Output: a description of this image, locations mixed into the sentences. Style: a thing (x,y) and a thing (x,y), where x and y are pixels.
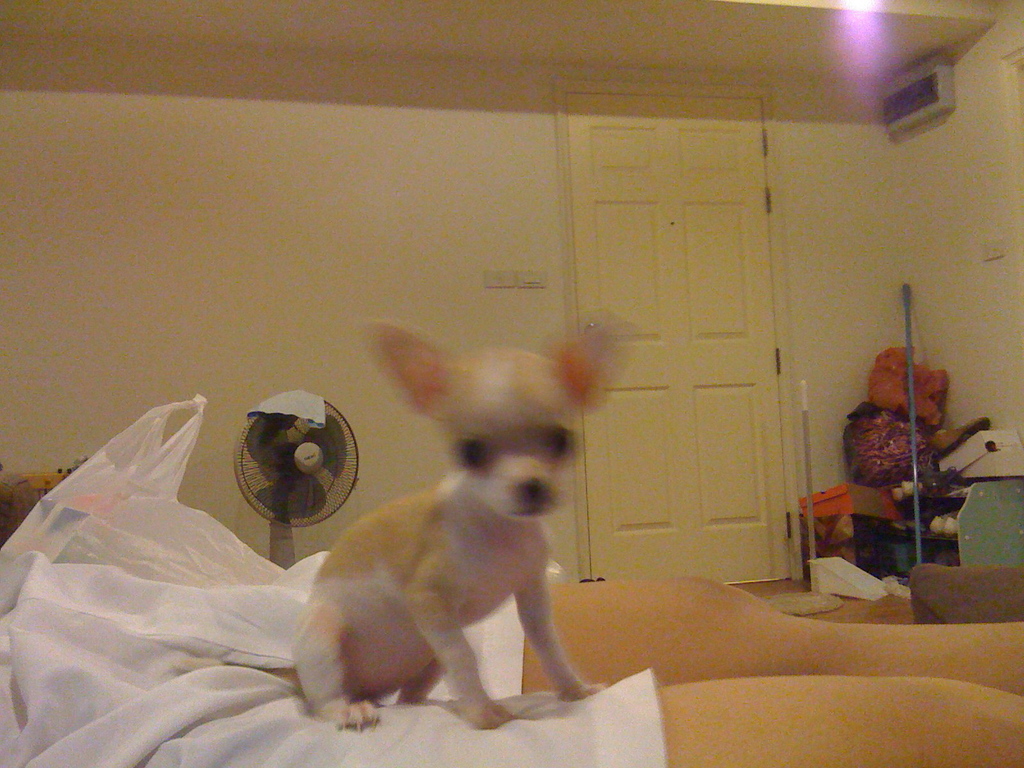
On the left side (251,673), there is a dog (510,382) on a leg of a person (538,712) who is wearing a white color short (113,605). Beside this person (549,722), there is a cover (219,531). In the background (261,496), there is a fan (323,473), a door (681,347), light (863,9) attached to the roof (900,18), a wall (828,476) and other objects (830,578) on the floor (803,590).
